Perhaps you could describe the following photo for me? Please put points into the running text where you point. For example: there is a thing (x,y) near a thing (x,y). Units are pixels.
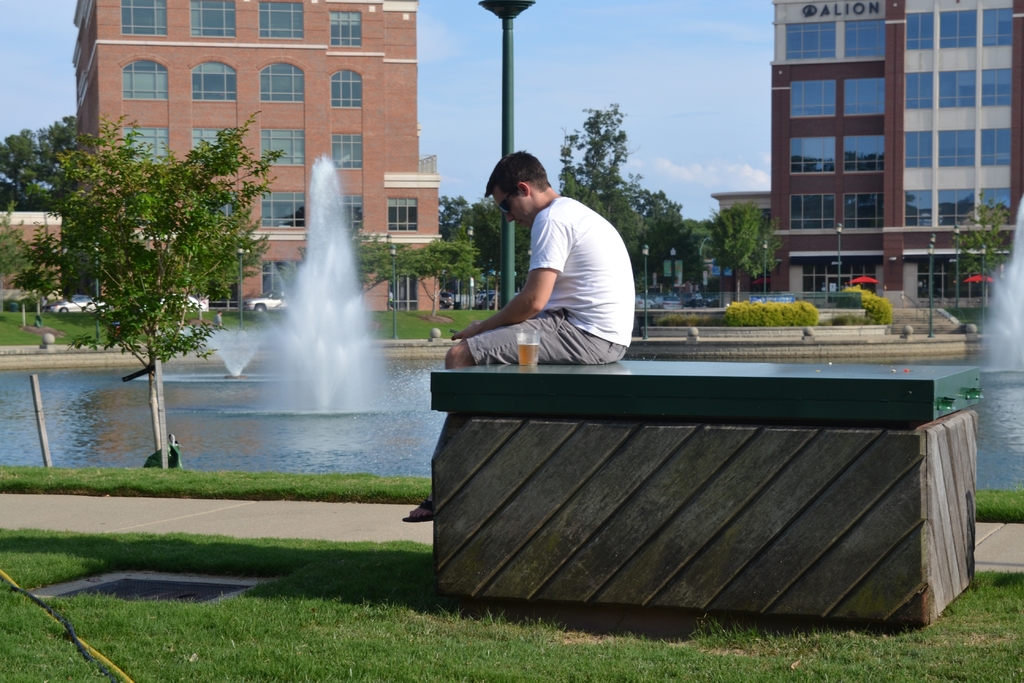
In this image there is a grassland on that land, there is a wooden bench (809,414), on that bench (825,418) there is a man (562,349) sitting and there is a glass (525,362), in the background (168,380) there is a pond (385,452), in that pond (265,369) there are fountains (330,392), there are trees (228,238), buildings (820,163) and the sky (458,51).
